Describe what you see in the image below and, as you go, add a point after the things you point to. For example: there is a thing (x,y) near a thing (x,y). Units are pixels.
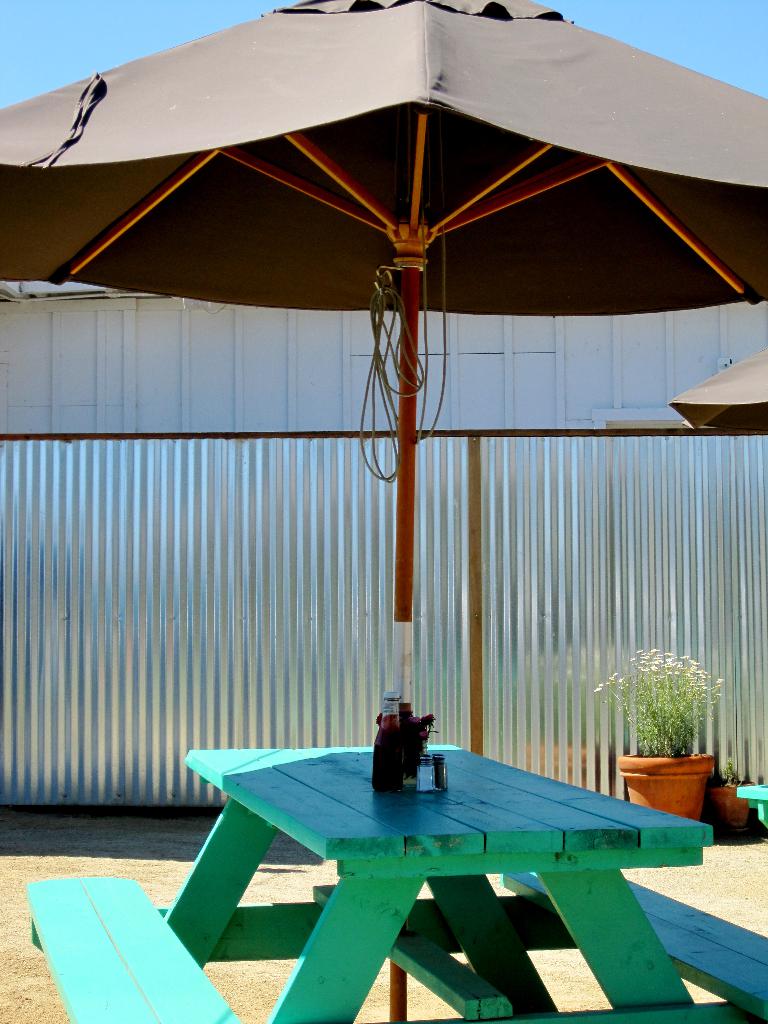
In the center of the image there is a table (67,1003). There is an umbrella (353,163). In the background of the image (362,491) there is a metal fence (447,517). There are flower pots (682,774). At the top of the image (114,43) there is sky (120,22).
